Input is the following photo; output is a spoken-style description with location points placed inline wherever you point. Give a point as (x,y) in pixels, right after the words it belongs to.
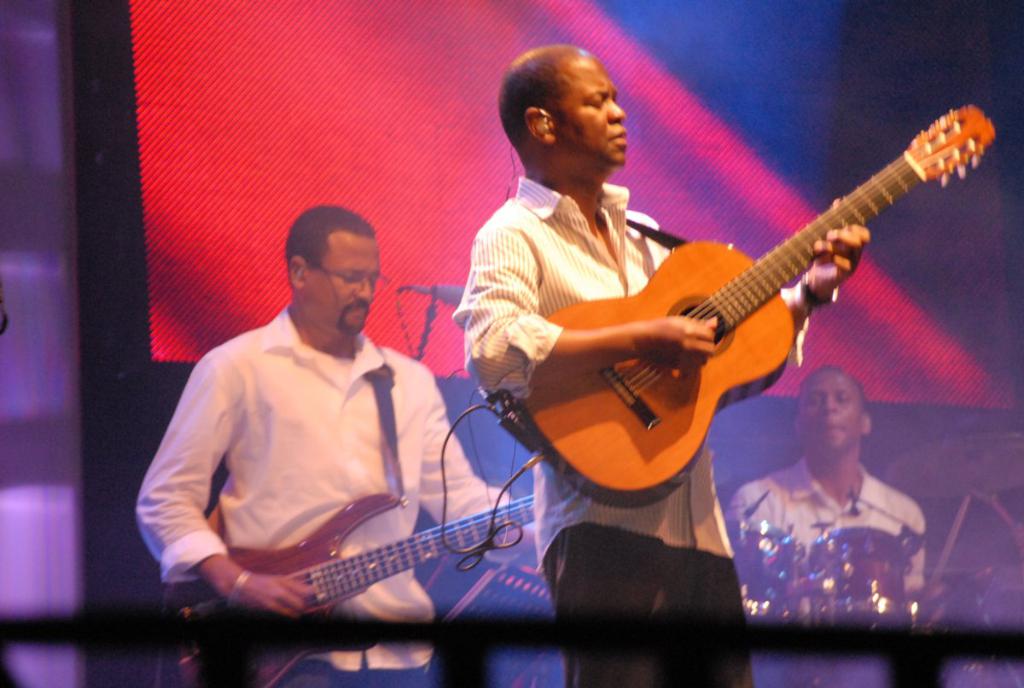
This man (595,228) is playing guitar (667,368) which is in brown color. Backside of this person (629,522) other person (329,498) is also playing guitar (356,589). Far a person (825,497) is sitting and playing these musical instruments (825,531).
